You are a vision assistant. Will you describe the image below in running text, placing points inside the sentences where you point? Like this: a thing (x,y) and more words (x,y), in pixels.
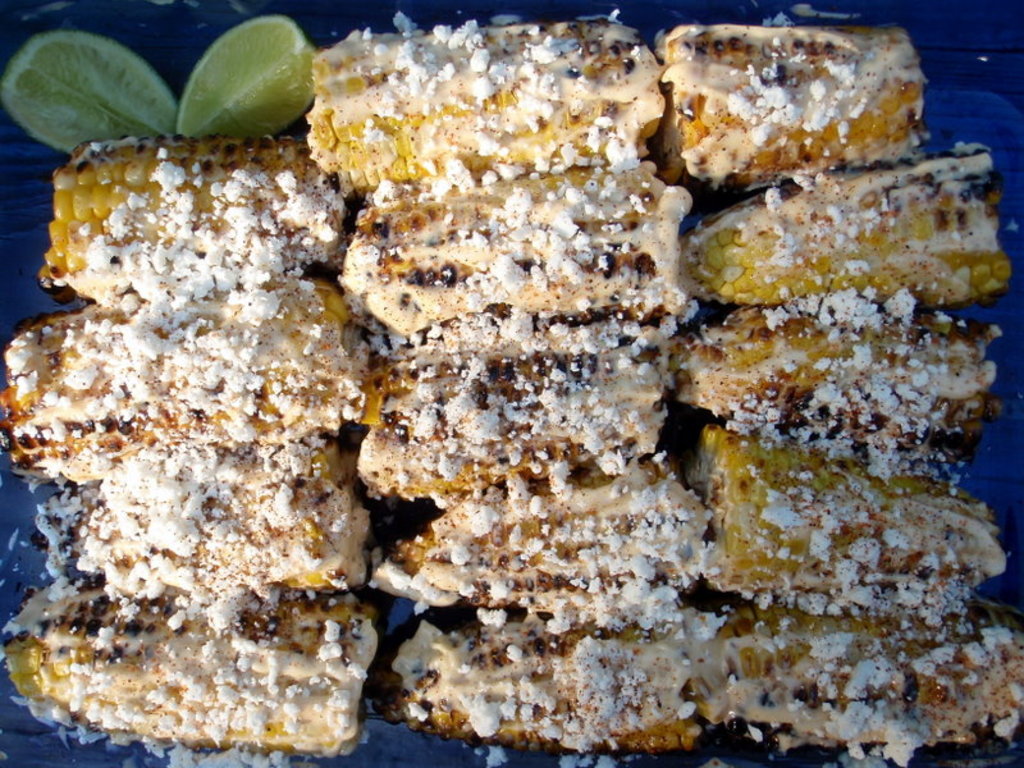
In this image I can see the food (483,614) which is in white, cream and yellow color. To the side I can see two lemon slices (153,104) and there is a blue background (368,747).
